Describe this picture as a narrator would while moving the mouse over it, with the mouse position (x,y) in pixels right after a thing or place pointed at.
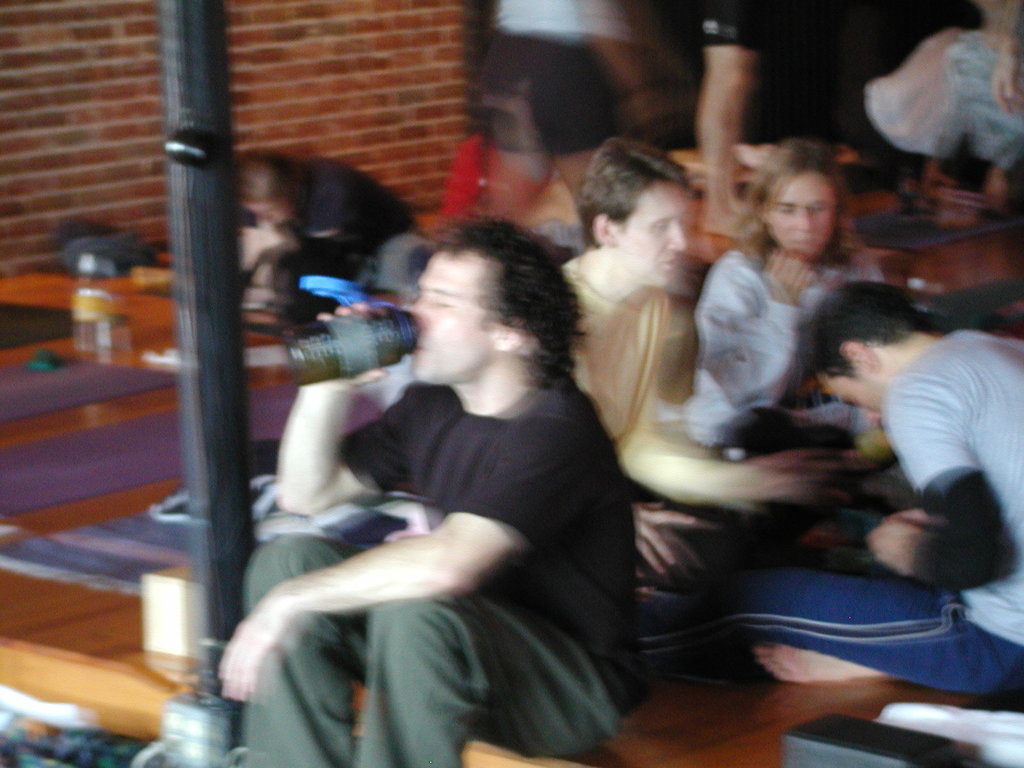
The image is blur but we can see few persons (658,215) are sitting on the floor (27,629) and a person (456,419) is holding bottle (326,285) in the hands (341,308) at the mouth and we can see clothes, bottle (100,302) and objects (280,396) on the floor (124,316). In the background (824,83) we can see few persons (735,72) are standing and a brick wall (55,143).
